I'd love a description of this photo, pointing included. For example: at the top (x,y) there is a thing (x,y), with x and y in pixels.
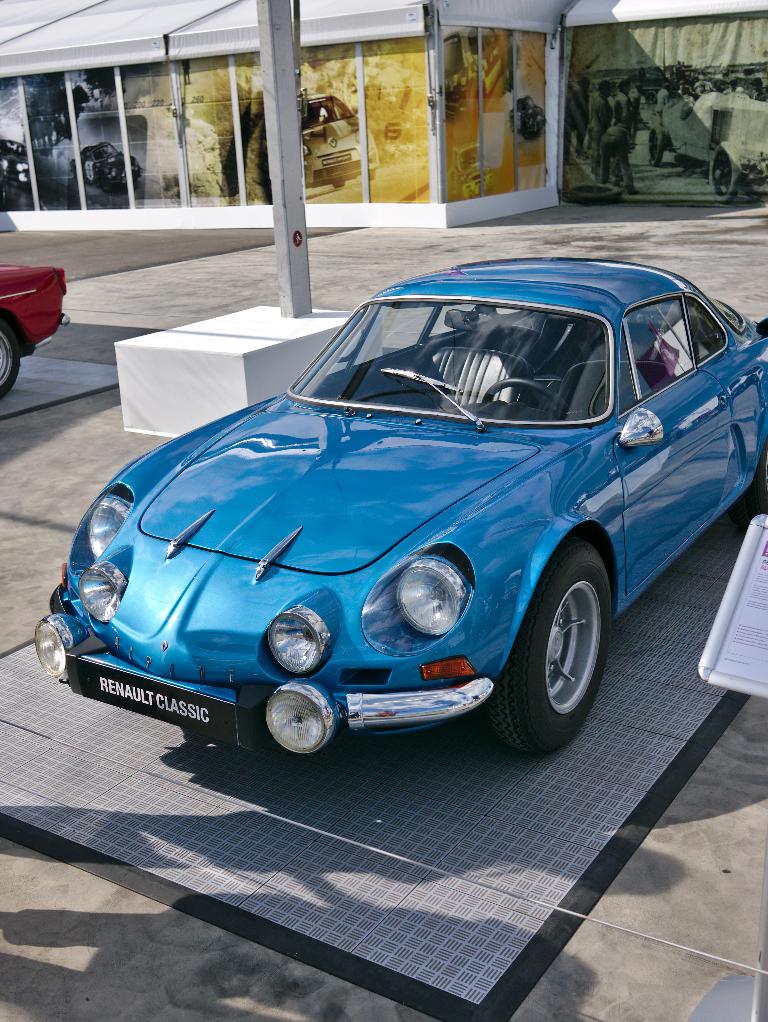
In this image in the foreground (669,434) there is blue car (243,576) and on the left (23,287) there is a red car (34,292).
